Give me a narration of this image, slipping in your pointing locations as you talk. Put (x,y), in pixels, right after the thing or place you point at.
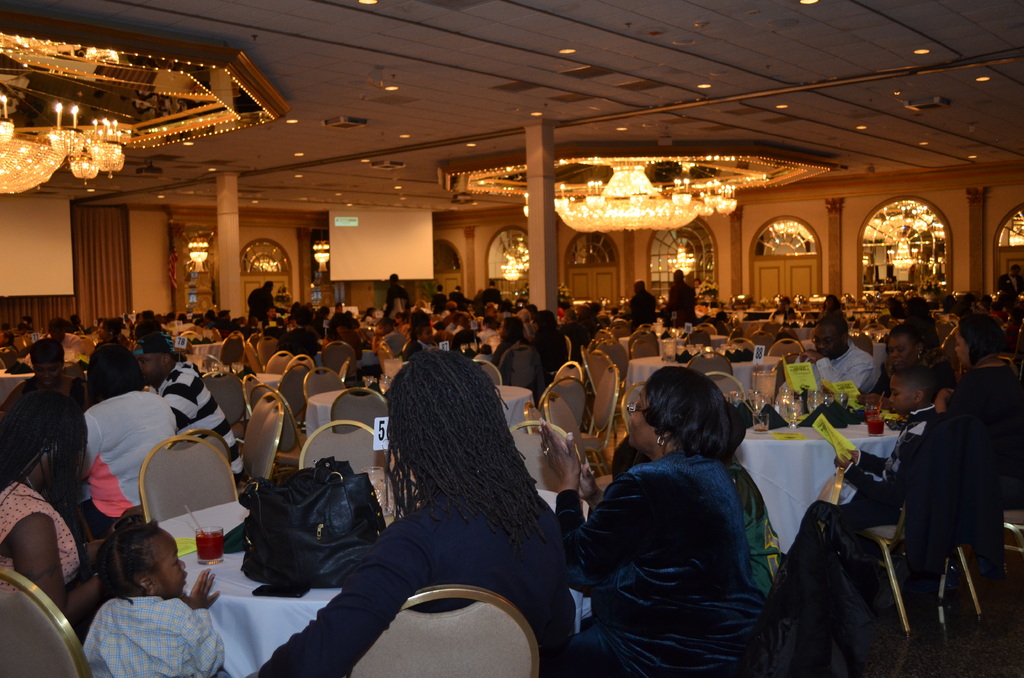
In this image, there are group of people (482,385) sitting on the chair (595,383). There is a chandelier (641,185) attached to the roof (632,135). There is a glass (757,428) on the table (782,441). There is a bag (297,546) on the table (244,604).
